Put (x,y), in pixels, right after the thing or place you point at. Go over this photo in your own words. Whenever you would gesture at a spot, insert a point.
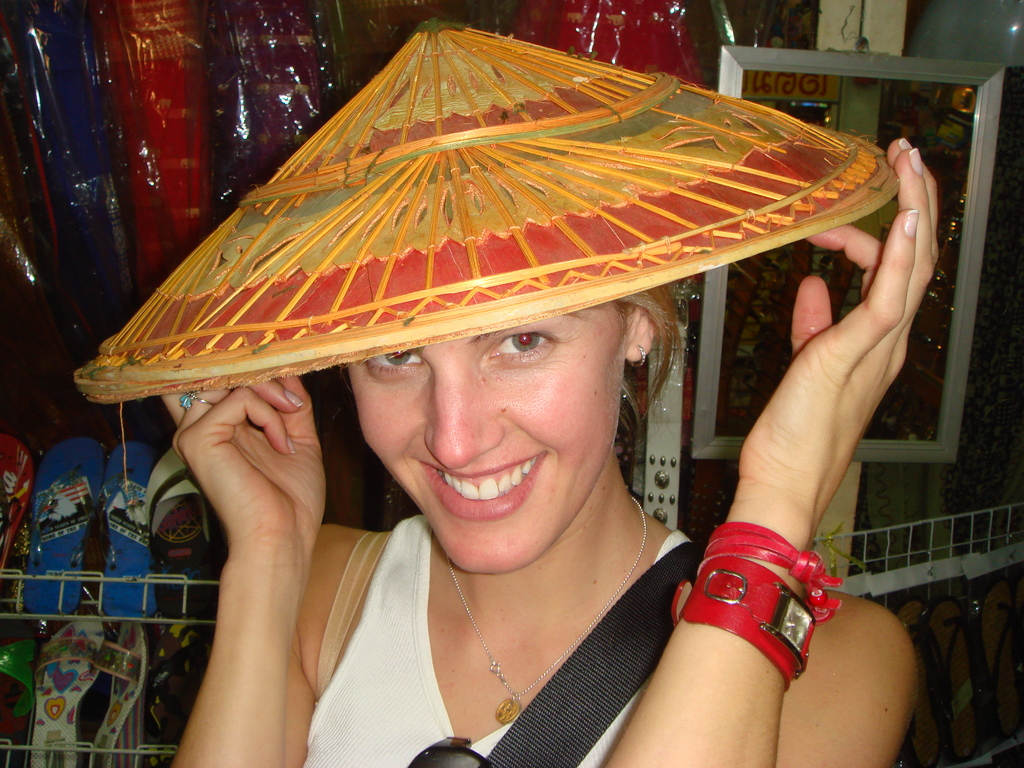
In this image we can see a woman (495,459) wearing a hat (202,336). On the backside (156,217) we can see a mirror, covers (160,247) and some slippers (126,573) on the racks (141,581).
